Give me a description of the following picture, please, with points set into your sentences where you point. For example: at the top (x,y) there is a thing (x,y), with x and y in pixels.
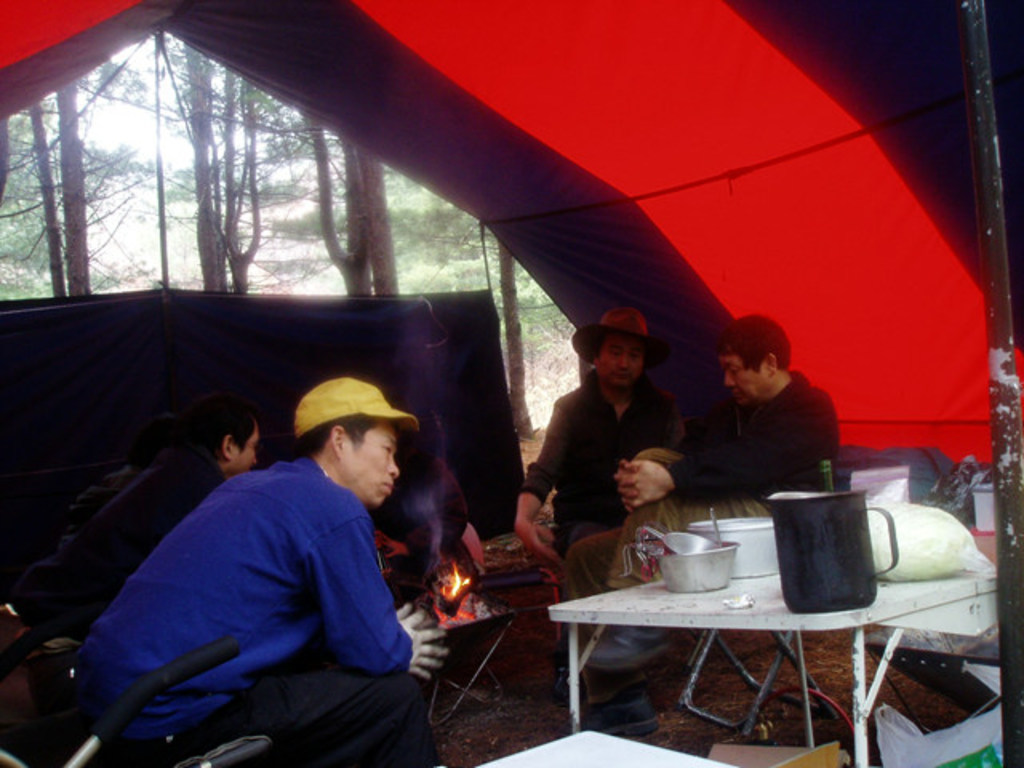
On the left side (291,496), there are two persons (343,568) sitting. In front of them, there is a fire (486,607). On the right side (817,547), there are vessels (758,523) and an object (964,533) arranged on a white color table (717,614). Behind this table (618,601), there are two persons (716,503) sitting. Above them, there is a red color tent (779,232). In the background (10,160), there are trees (472,254), a cloth (417,298) and the sky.
